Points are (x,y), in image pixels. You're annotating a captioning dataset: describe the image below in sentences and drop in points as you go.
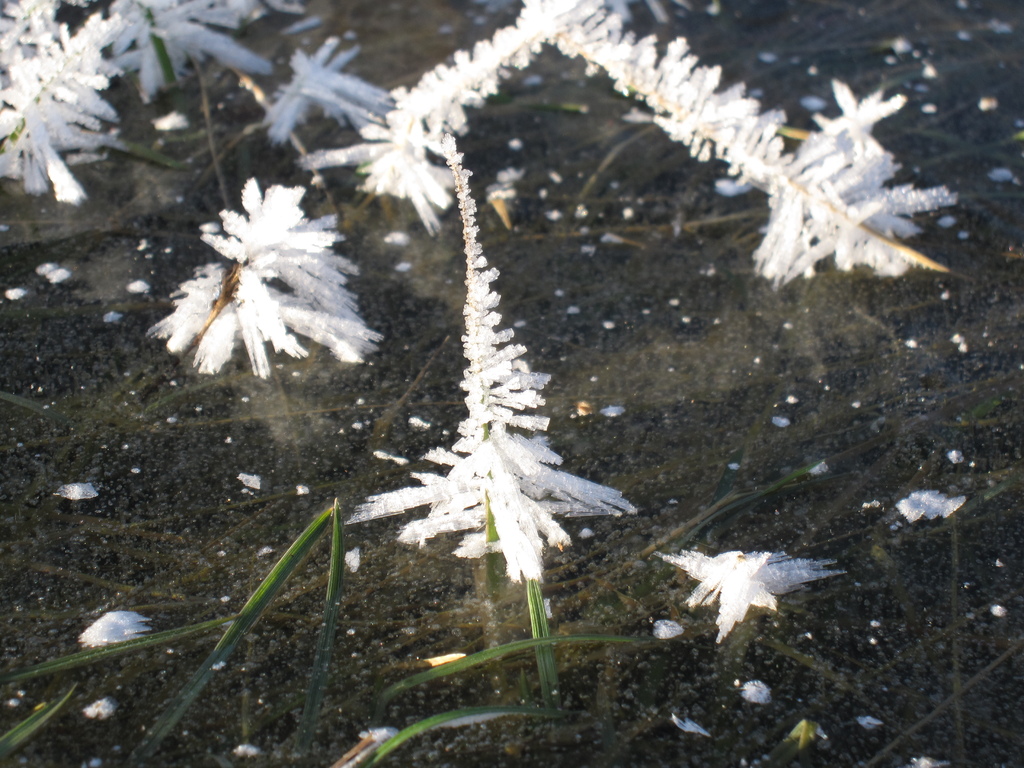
In this picture we can see the grass (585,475) covered by ice (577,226). In the background of the image (385,375) we can see the water (560,590).
